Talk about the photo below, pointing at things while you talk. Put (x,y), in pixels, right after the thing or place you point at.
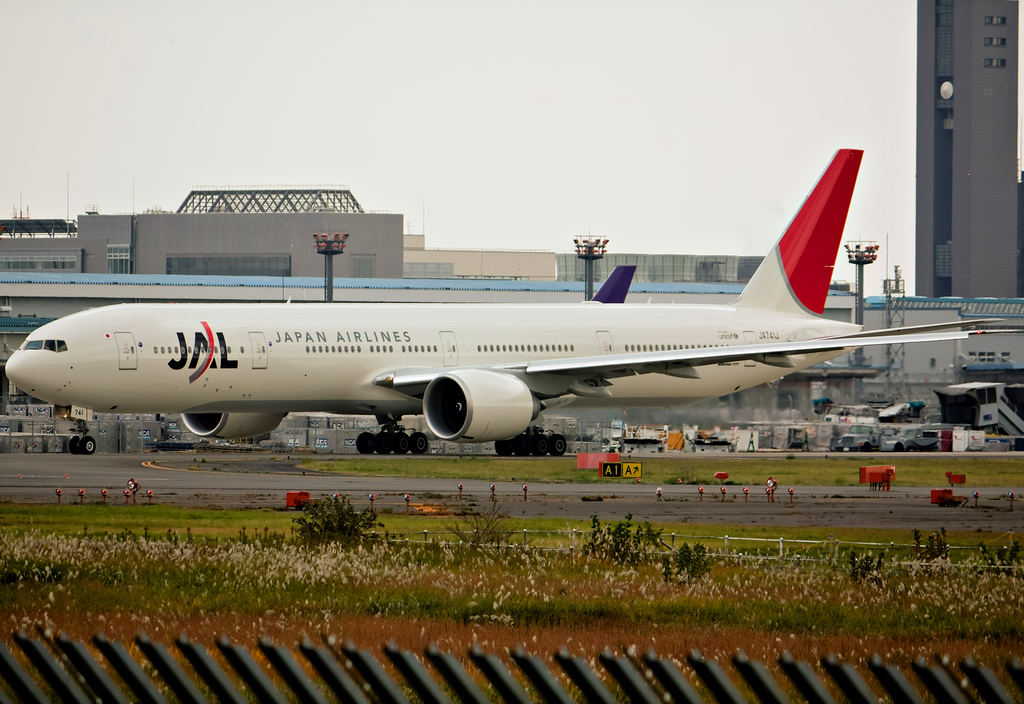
In this picture I can see an airplane (274,379) on the runway (923,500), there are vehicles (723,447), there are poles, lights (152,493), plants (1017,623), there is fence (357,647), there are buildings (1001,72), and in the background (588,77) there is the sky (718,40).
